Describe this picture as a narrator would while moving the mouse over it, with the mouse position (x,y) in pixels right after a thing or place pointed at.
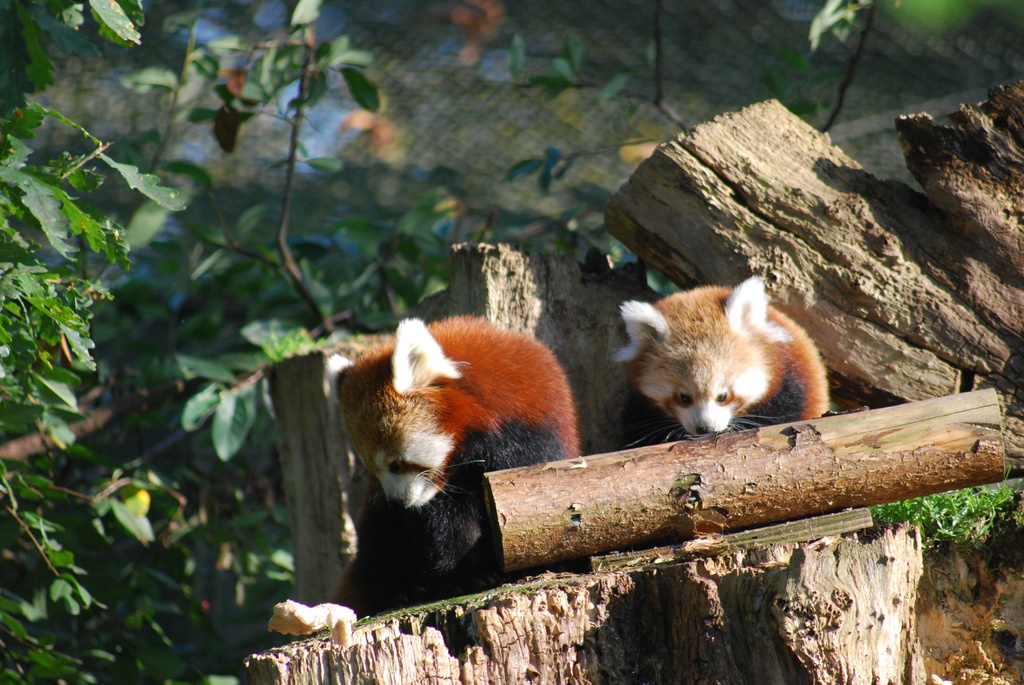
In this image we can see red pandas (651,306) on the log (738,473). We can also see some grass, plants (251,469) and a fence (527,208).
